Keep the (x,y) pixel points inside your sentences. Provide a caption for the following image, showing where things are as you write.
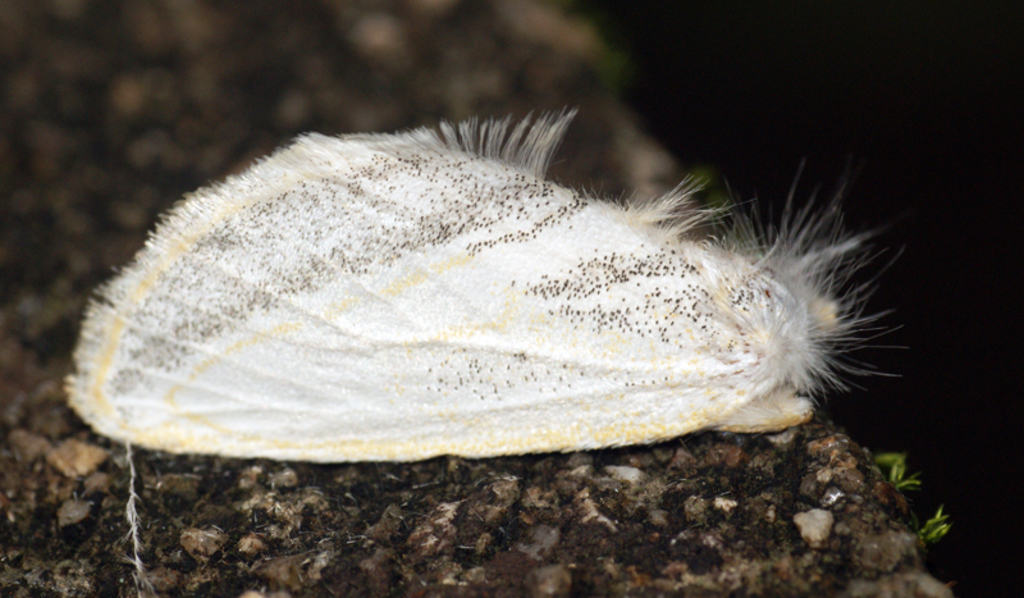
In this image, we can see a white moth (509,335) on the stone (599,549). Here we can see few plants (898,467).
